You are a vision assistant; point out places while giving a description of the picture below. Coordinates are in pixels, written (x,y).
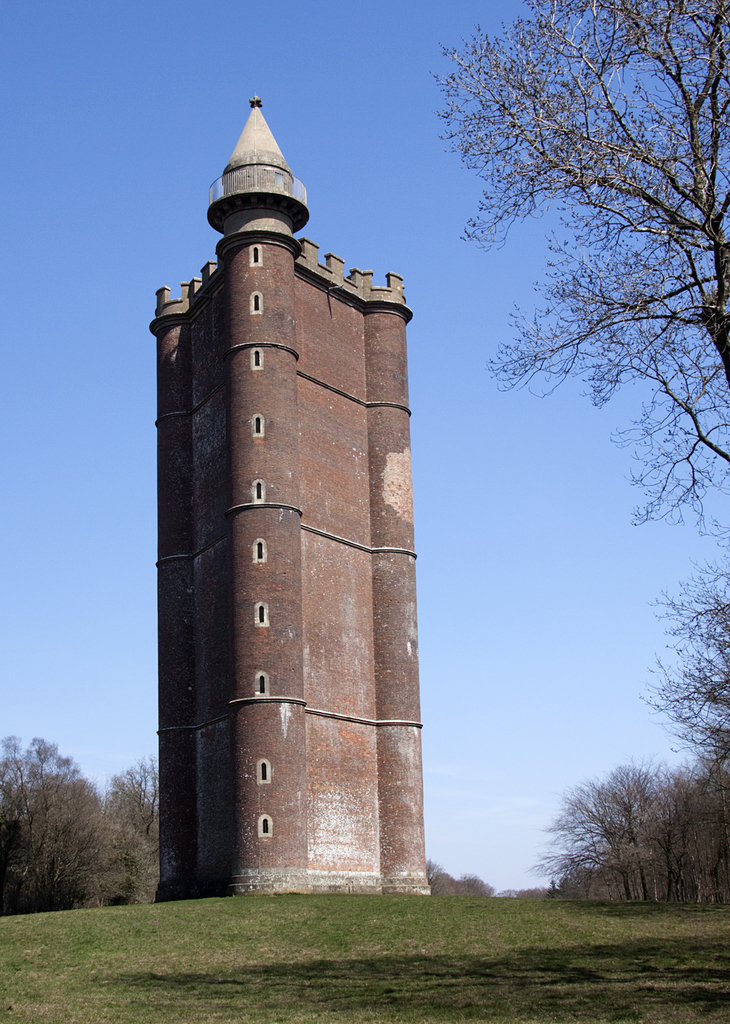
In this picture I can see a building (321,581) in the middle (301,629), there are trees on either side of this image, at the top (329,101) I can see the sky (312,219).
